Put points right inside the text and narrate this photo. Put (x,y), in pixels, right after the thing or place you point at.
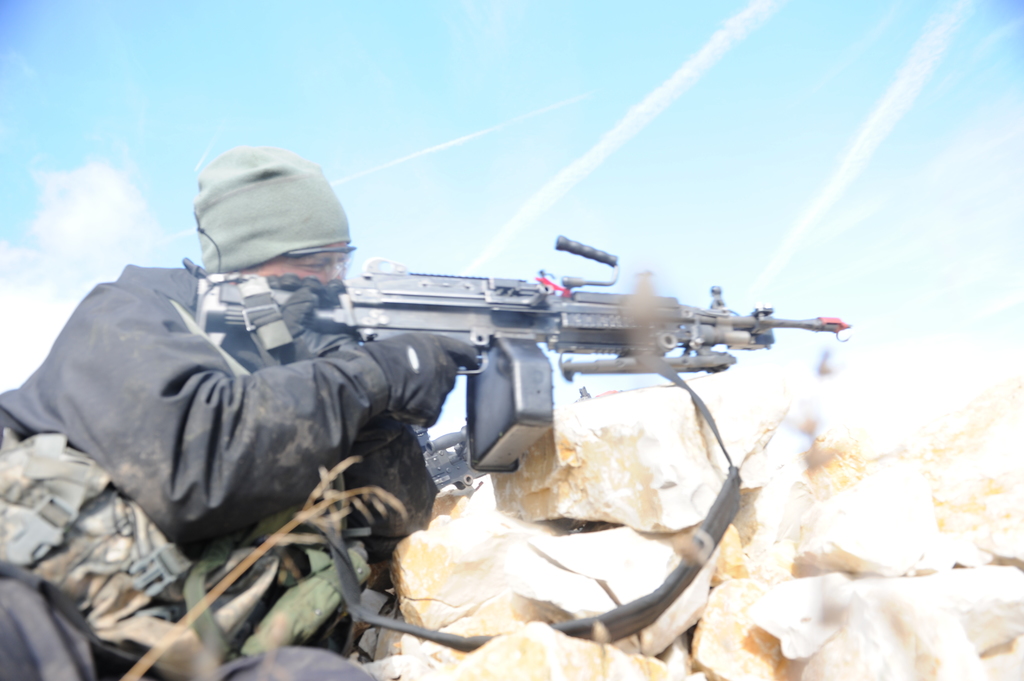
At the bottom left of the image (255,588) there is a man (193,461) in black jacket (158,371) is sitting and he is holding guns (470,315) in his hands (403,341). In front of him there are stones (597,509). At the top of the image (722,106) there is a sky (683,146).
